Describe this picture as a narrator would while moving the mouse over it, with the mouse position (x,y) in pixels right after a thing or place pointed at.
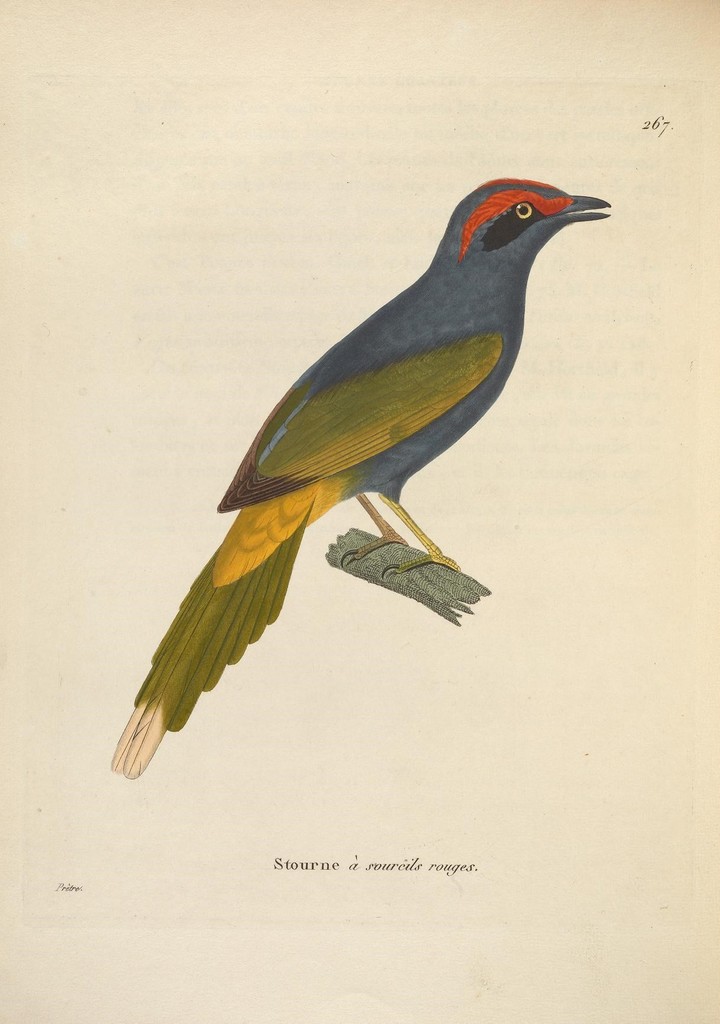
In this image I can see depiction picture of a bird (382,362) which is standing on a thing (397,550). I can also see something is written on the top right side (655,121) and on the bottom side of this image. I can see colour of this bird (385,439) is yellow, green, black and red.
